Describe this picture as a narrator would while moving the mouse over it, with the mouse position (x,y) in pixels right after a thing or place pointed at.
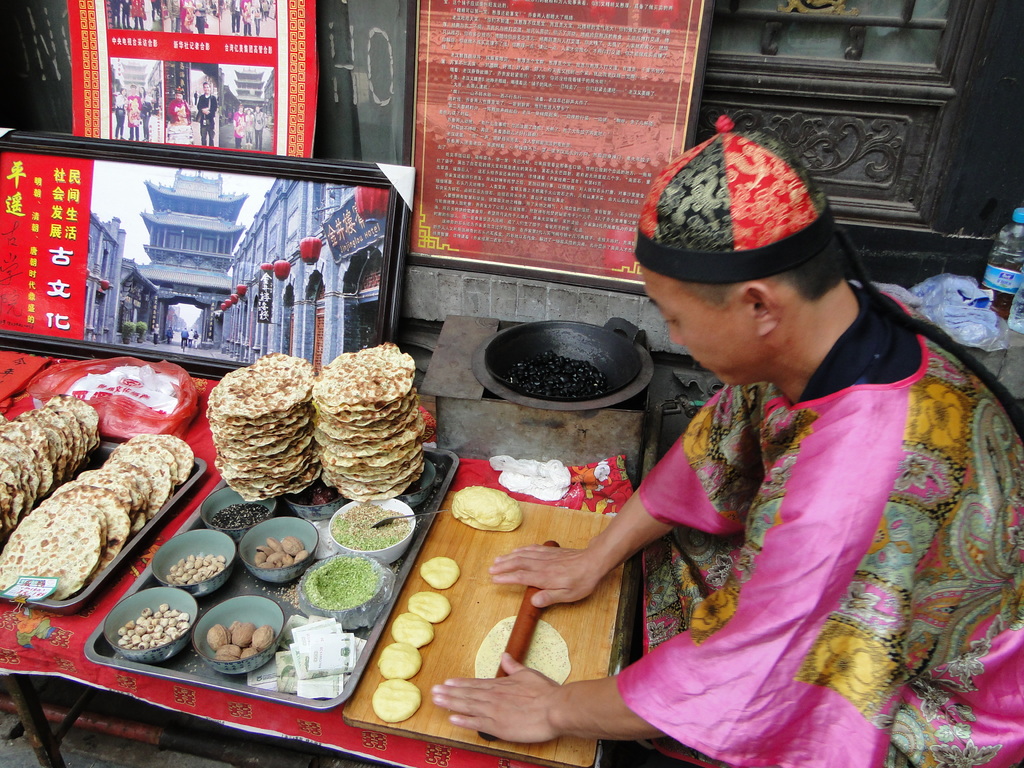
In the image, there is a man (721,424) he is preparing some kind of tortillas (223,426) and there are cereals (274,552) and grains (148,620) in front of him and in the left side (167,155) there are some posters (246,88) kept in front of the door (400,128).
